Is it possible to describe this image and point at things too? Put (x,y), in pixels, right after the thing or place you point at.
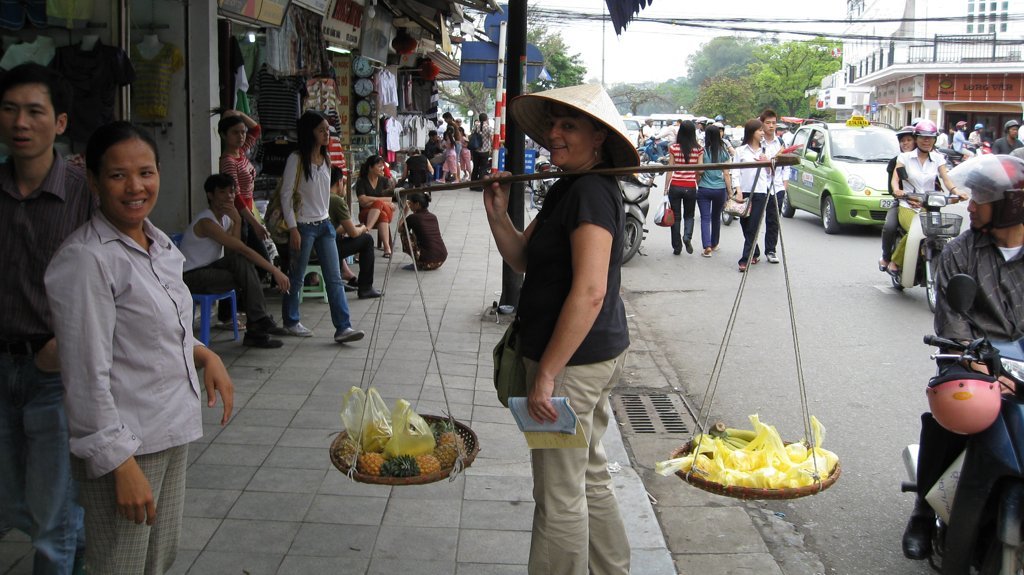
In this image there are people (592,328). The person (611,330) standing in the center (589,261) is holding a balancing stick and there are some objects (410,467) in the baskets (347,457). In the background (580,69) there are buildings (938,52), trees (455,94) and sky (618,68). There are wires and we can see vehicles (822,171) on the road (893,326). There are stores (414,104).
